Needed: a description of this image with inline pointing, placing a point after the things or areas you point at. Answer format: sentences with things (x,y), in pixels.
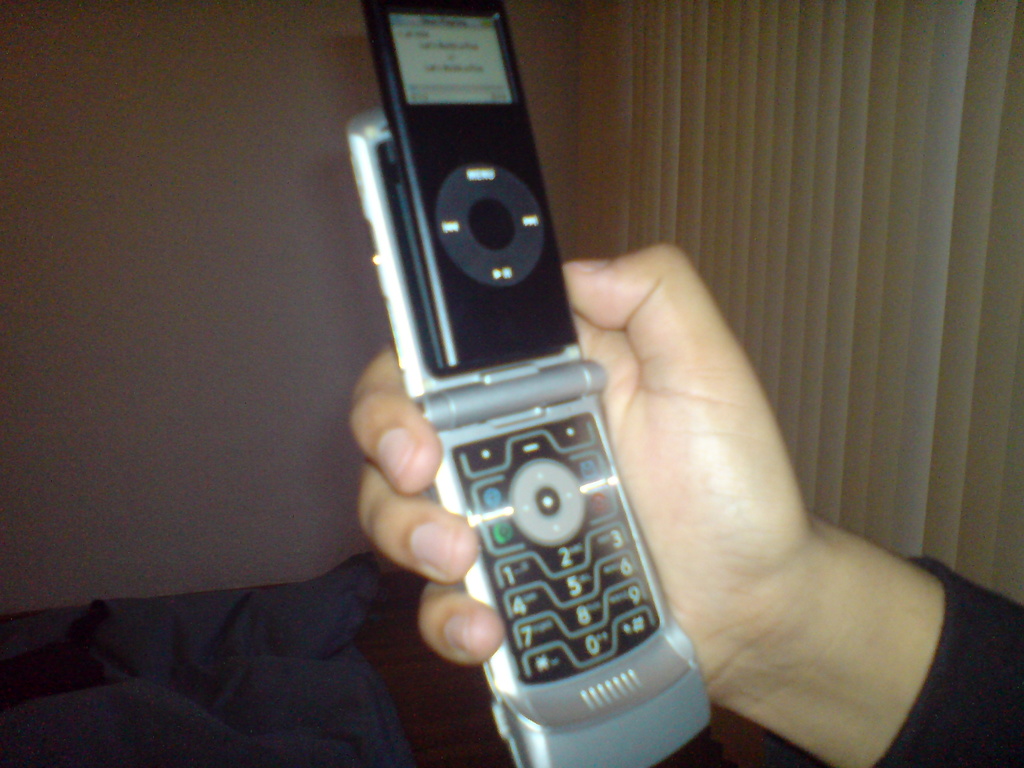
In this image we can see there is a person's hand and he is holding a mobile (546,648). In the background (169,178) there is a wall (140,434).
